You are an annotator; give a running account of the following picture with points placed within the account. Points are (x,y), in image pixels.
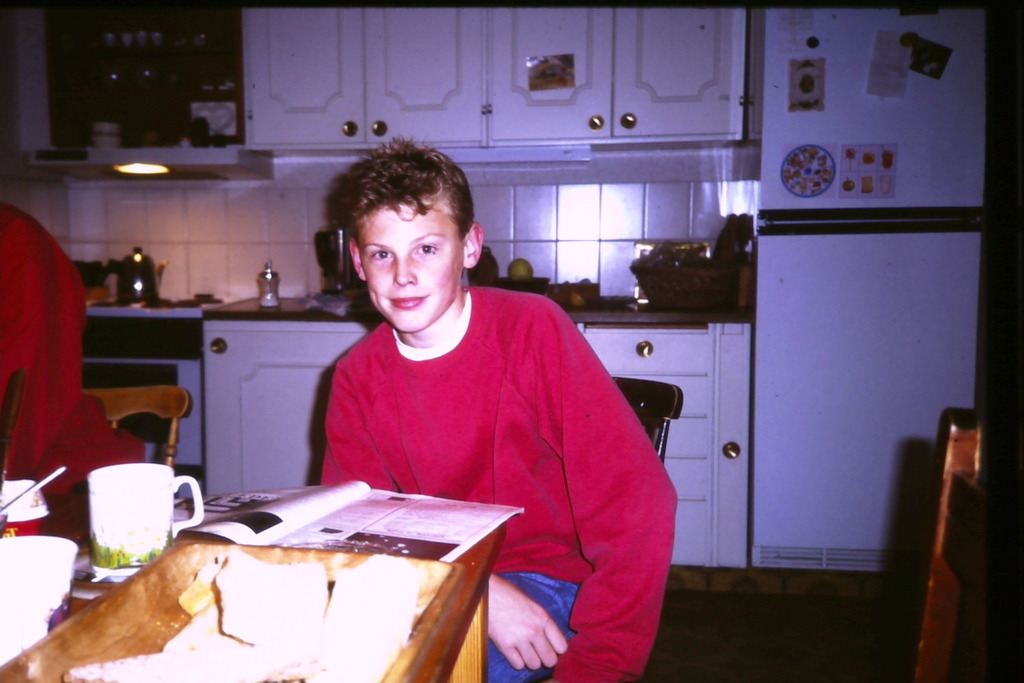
In this picture we can see man (362,238) smiling and sitting on chair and in front of them there is table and on table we can see cup (133,491), book (188,519), tray (263,549) and in background (369,324) we can see cupboards (611,120), desk (738,344), refrigerator (856,263) stickers (799,155) to it, kettle (128,286).
